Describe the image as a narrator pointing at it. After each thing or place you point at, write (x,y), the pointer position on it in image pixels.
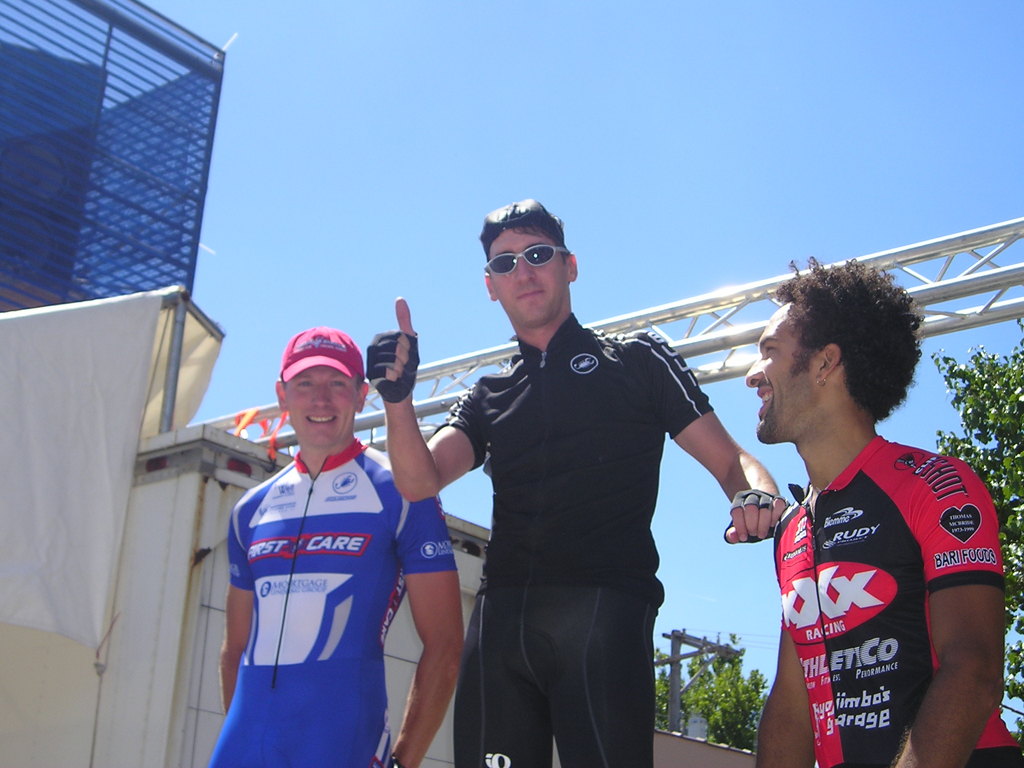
In this image there is a man (546,466) in the middle (548,488) who is wearing the black dress (612,446). Beside him there are two other men (347,542) who are standing. At the top (451,26) there is the sky (503,76). In the background (985,388) there are trees (971,385). At the top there is an iron stand (733,301). In the background (704,650) there is an electric pole (675,666). On the left side (100,147) top there is a building (103,181).
